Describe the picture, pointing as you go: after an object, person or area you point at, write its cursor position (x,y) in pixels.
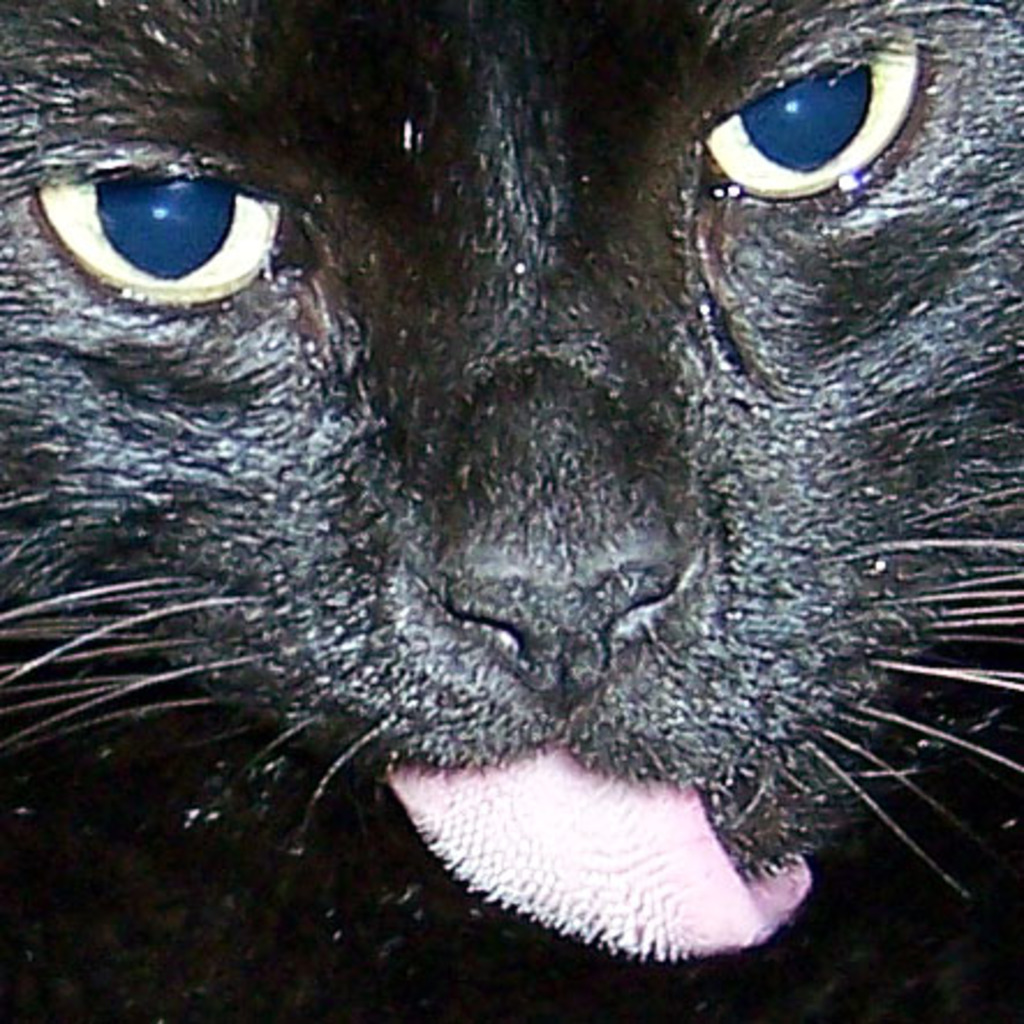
This image consists of a cat (464,589) in black color.
